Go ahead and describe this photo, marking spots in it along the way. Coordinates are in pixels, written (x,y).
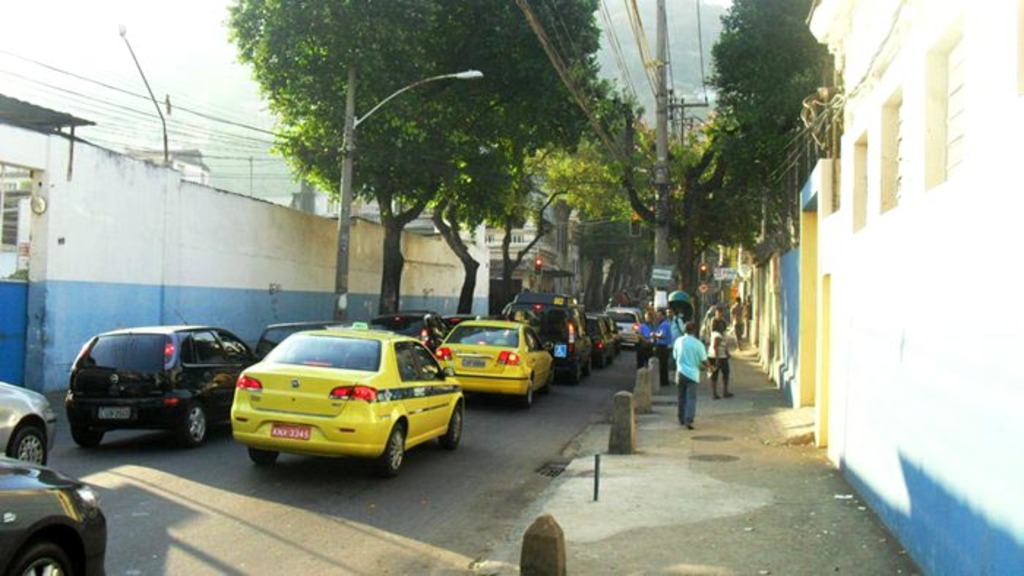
In this picture we can see few vehicles (373,422) on the road (474,407) and we can find few people (718,365) on the right side of the image (723,333), in the background (666,254) we can see few trees (510,216), poles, cables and buildings (798,252).
